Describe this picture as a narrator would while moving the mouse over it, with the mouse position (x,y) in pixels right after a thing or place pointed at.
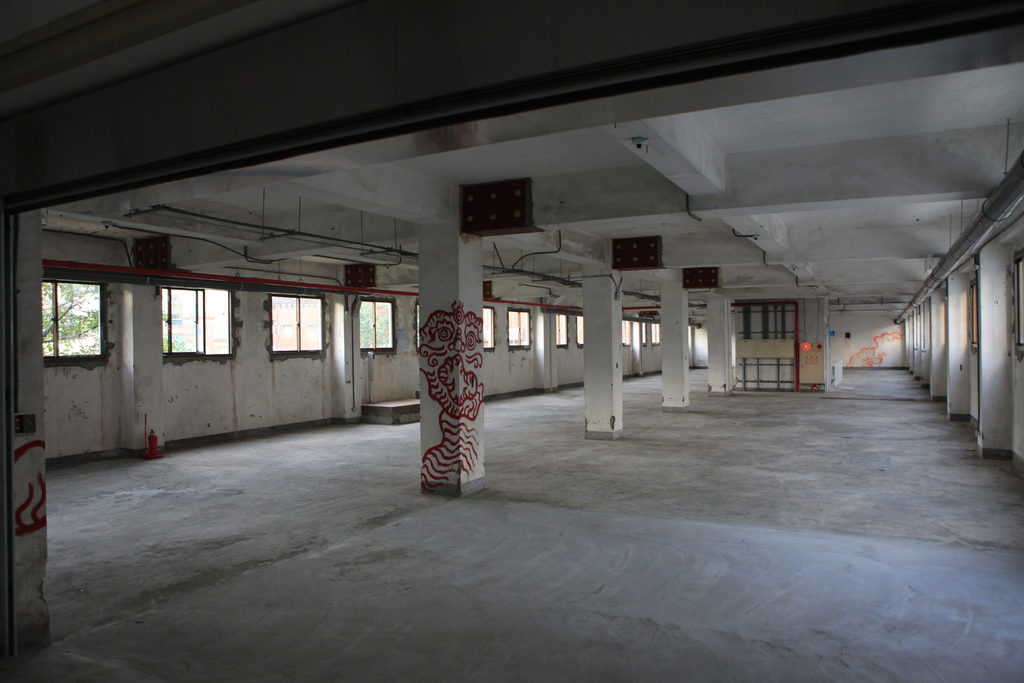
In this image there are pillars (468,473), windows (322,345) and there are wooden objects (785,346) in the background (783,345). On the pillar (428,419) there is painting (443,383).
